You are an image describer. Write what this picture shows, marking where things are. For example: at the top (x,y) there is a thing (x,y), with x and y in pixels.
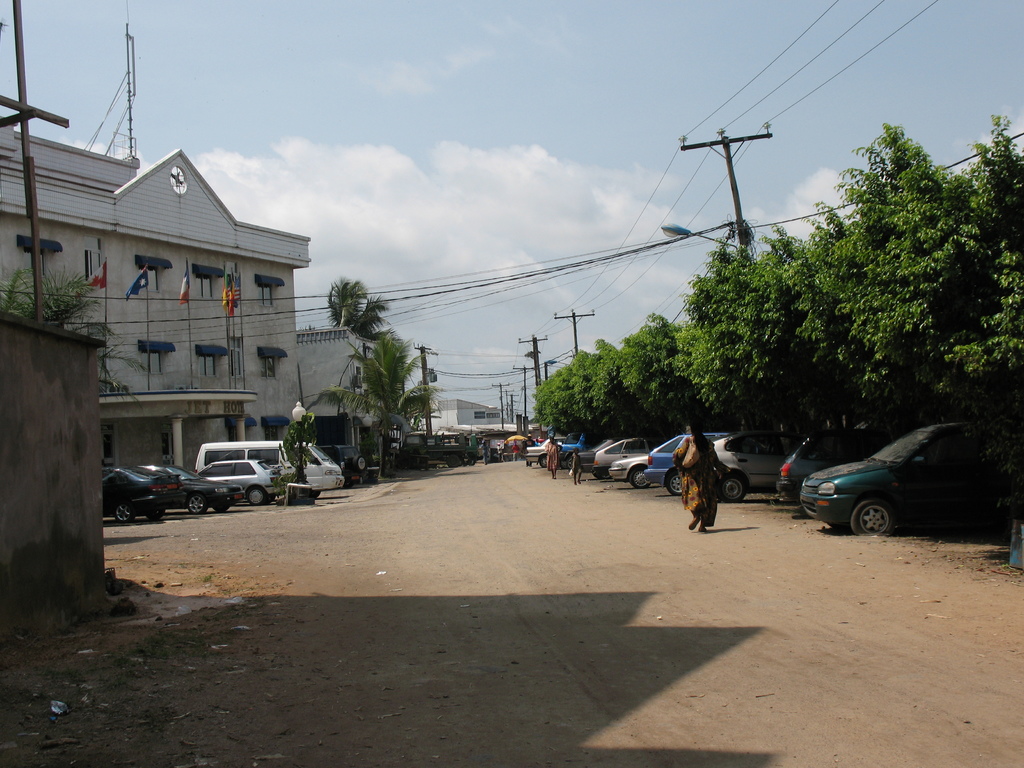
In the foreground of this image (930,457), on the right (964,332), there are trees (662,432), cars (723,449), poles (731,169) and cables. In the middle (660,504), there are people (697,521) walking on the path (624,487). On the left (270,354), there are few buildings (303,356), flags (143,269), trees (341,303), cables (373,292) and vehicles (266,481). We can also see a wall (57,461) on the left (43,488). At the top (637,25), there is the sky (600,45) and the cloud (411,75).
